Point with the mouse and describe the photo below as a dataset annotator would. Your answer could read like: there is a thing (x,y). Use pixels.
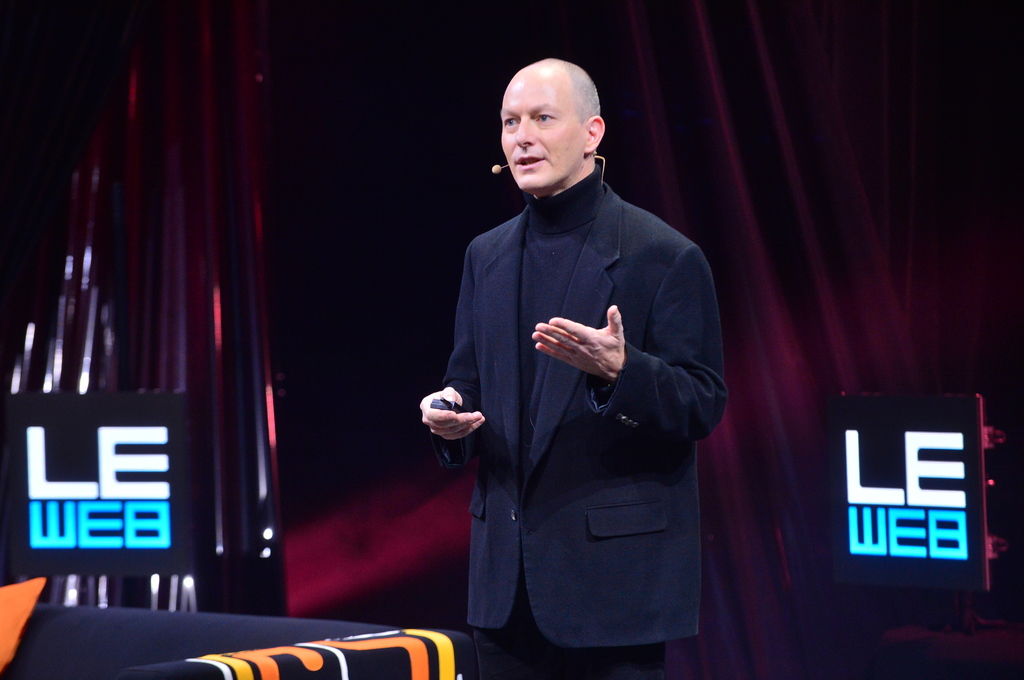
The picture seems to be clicked inside the hall (209,322). In the center (643,236) we can see a person (509,241) wearing blazer (551,427), holding some object (438,407), standing and seems to be talking. In the background (812,203) we can see the curtains (253,201) and the text (141,434) on the boards (119,518) and we can see some other objects (175,653).
